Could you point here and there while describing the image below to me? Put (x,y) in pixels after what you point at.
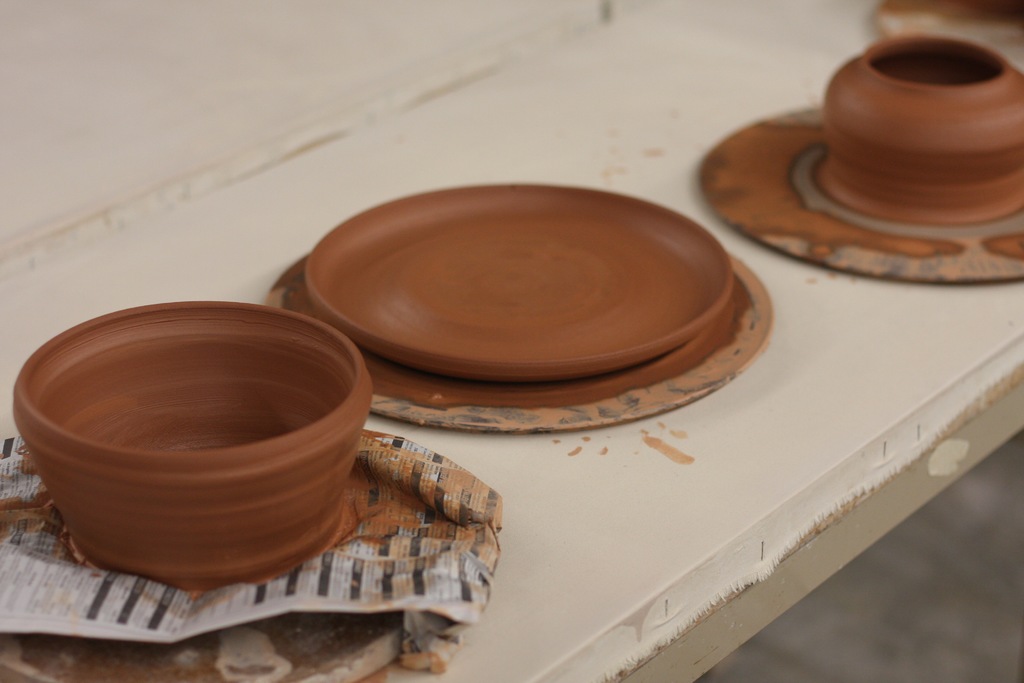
In this image we can see earthenware (658,326) and a paper (382,584) on a platform (752,421).
